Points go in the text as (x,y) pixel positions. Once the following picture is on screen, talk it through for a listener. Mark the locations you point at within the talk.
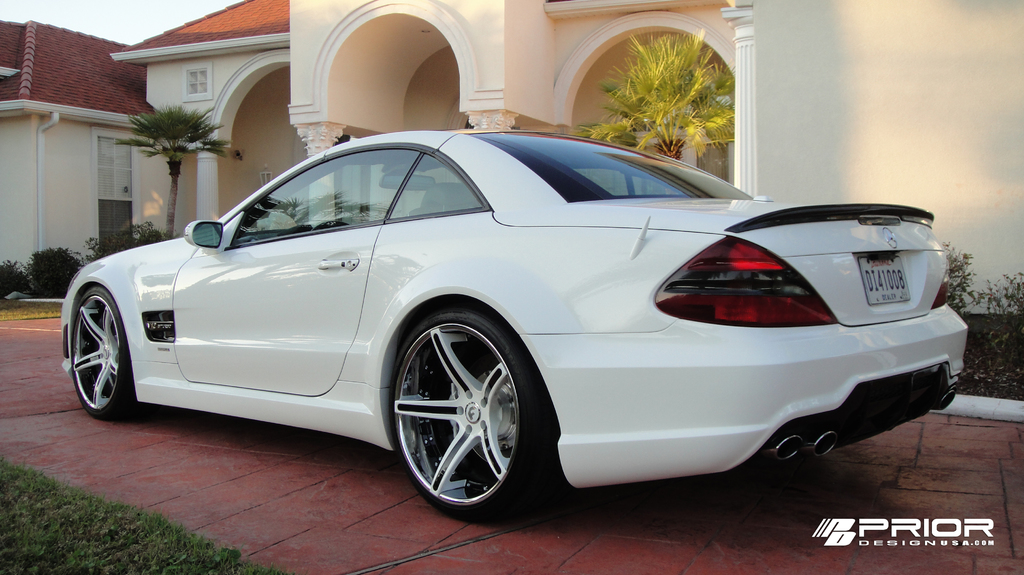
In this image we can see one white car (654,389) parked near the wall (882,94), one big house (959,146), one light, one pipe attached to the wall (923,131), some trees (196,127), bushes (53,255), plants (5,285) and some green grass (15,527) on the ground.
